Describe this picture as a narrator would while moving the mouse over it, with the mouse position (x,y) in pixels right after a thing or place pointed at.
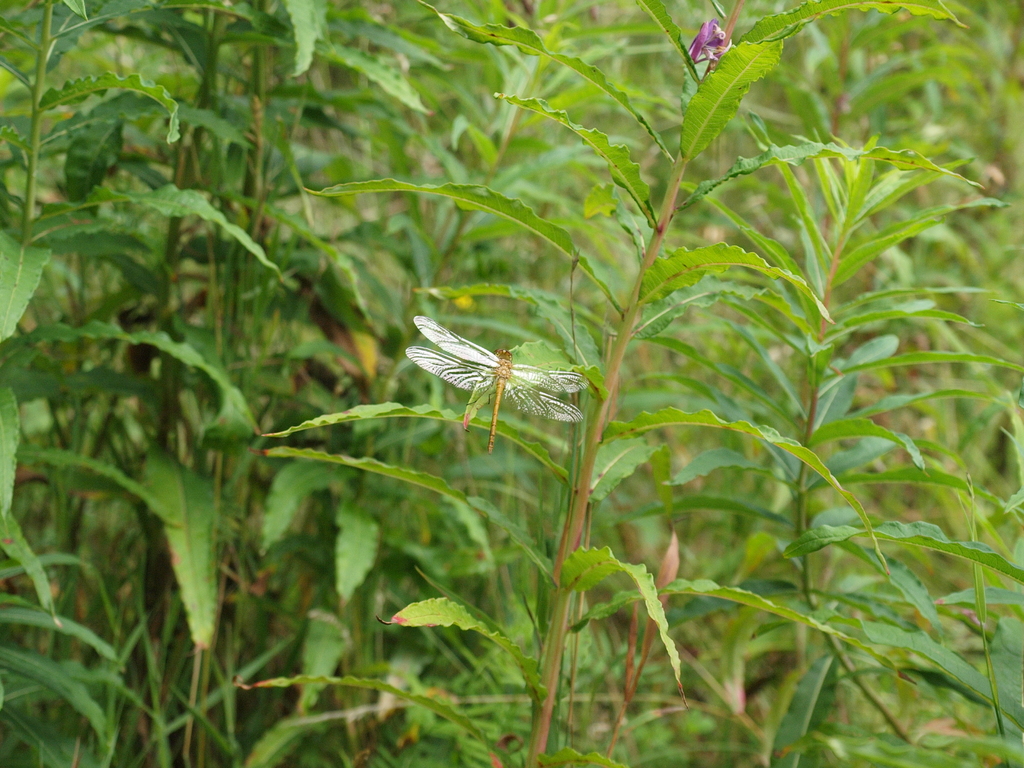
In this picture there is a dragonfly (525,368) on a leaf (589,389) and there are plants (432,380) around the area of the image, there is a small flower (728,46) at the top side of the image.
